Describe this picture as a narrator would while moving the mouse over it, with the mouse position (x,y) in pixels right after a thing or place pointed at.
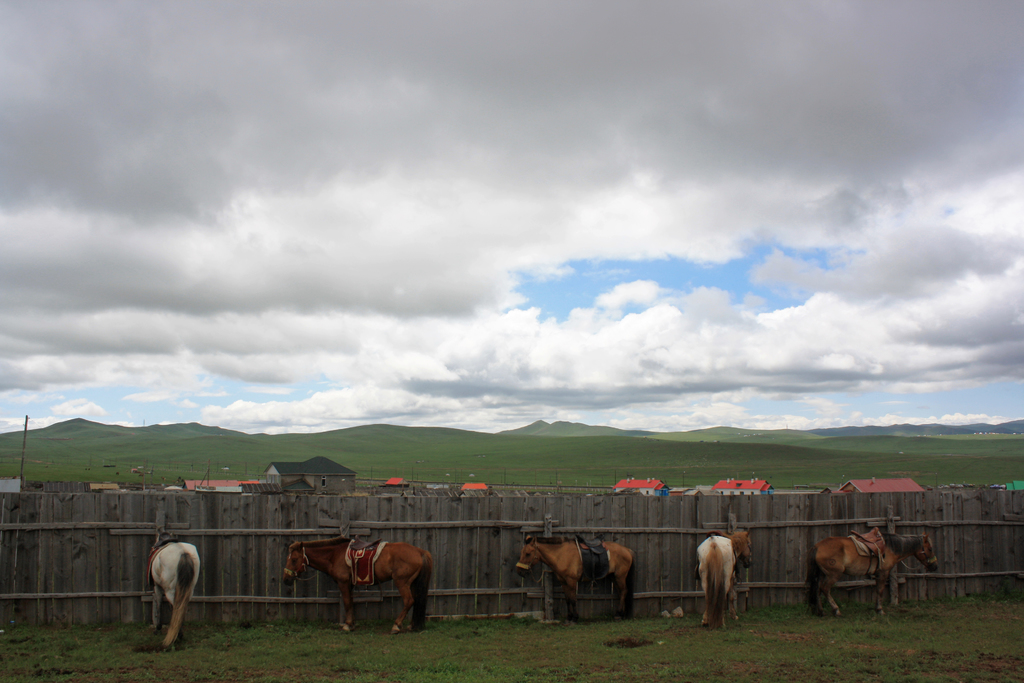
In this image we can see horses (351,599) standing on the ground (615,616), wooden fence (319,509), buildings (349,472), hills (266,458) and sky (403,270) with clouds (516,254).
